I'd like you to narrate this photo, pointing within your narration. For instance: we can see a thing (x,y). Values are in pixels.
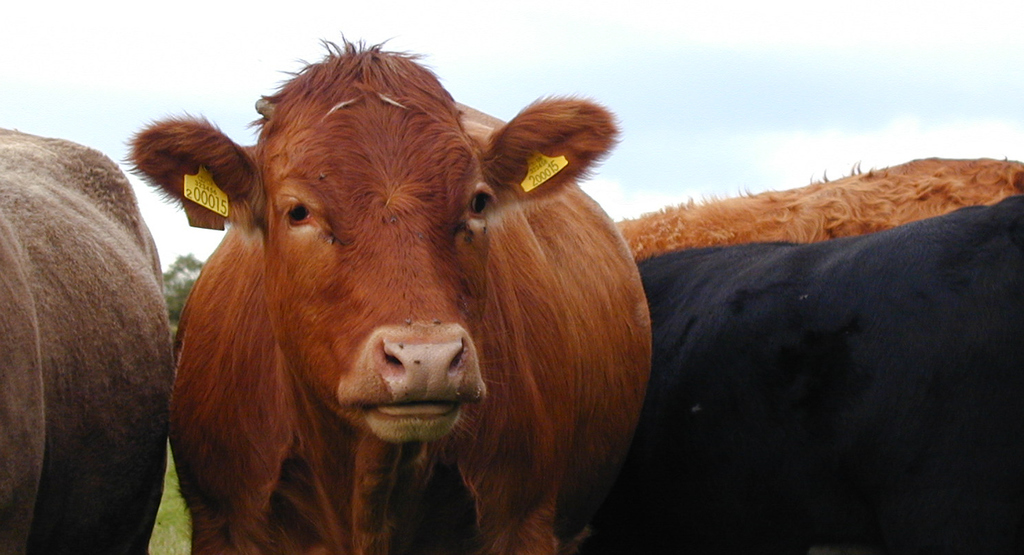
In this image, I can see the cows (645,409). In the background (176,310), there is a tree (171,291) and the sky (775,138). At the bottom of the image (157,543), I can see grass (167,522).
